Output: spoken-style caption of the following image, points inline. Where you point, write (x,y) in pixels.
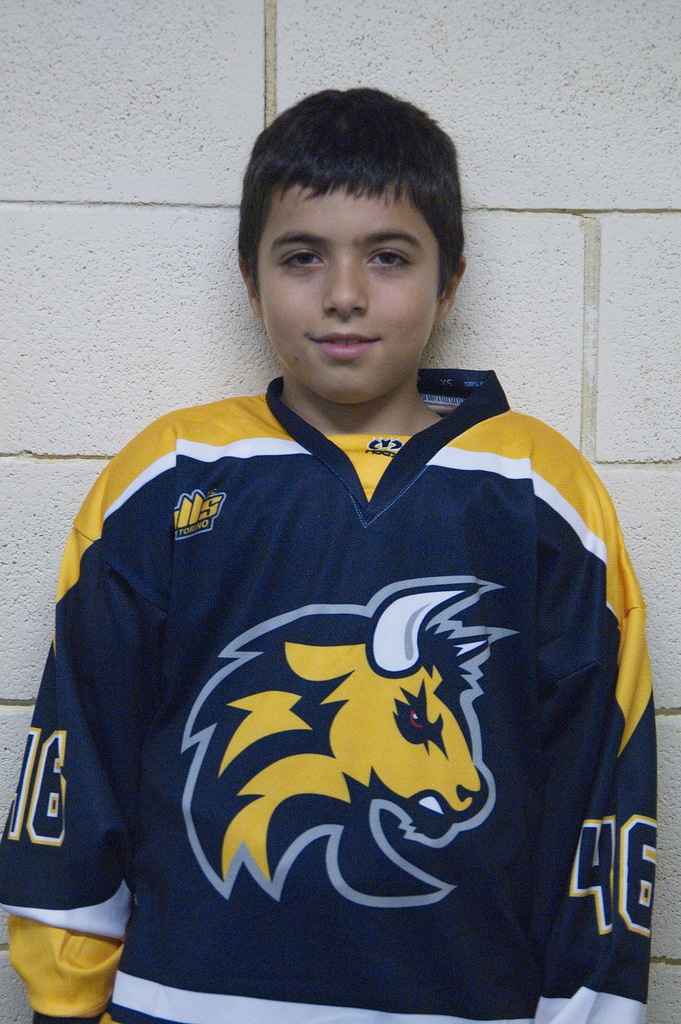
In this picture we can see a boy (298,448) is standing. It looks like the boy (259,653) is in the jersey t shirt (297,669). Behind the boy (249,482) there is the wall (556,371).
